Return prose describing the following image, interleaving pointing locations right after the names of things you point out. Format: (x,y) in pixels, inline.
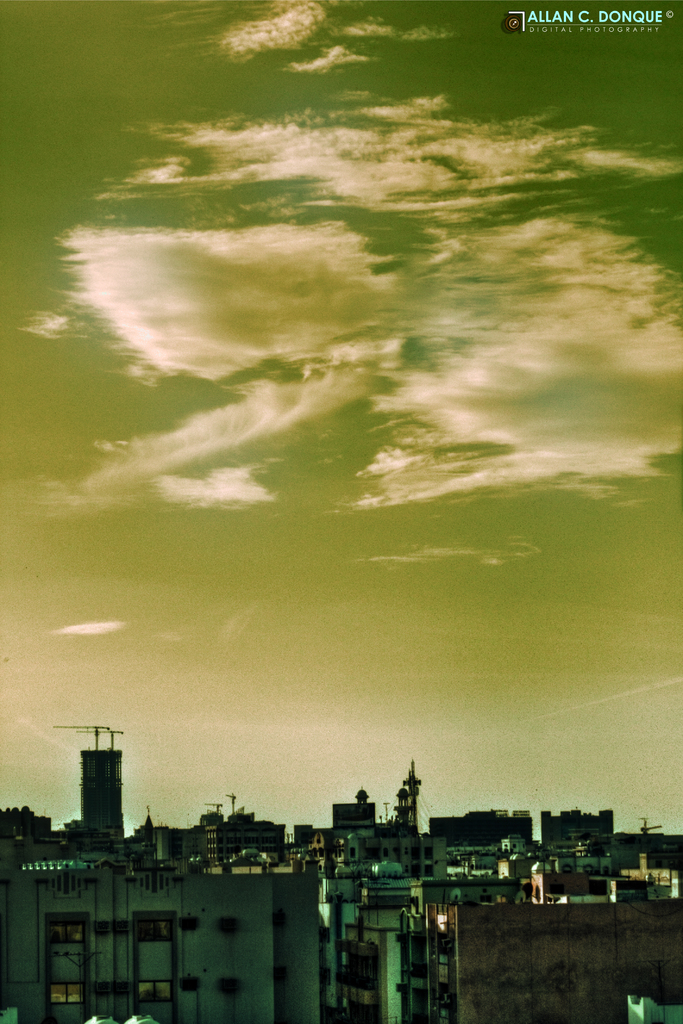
In this picture we can see buildings (518,883), they are looking like poles (416,801) in the background (406,799), we can see the sky (290,304) and clouds (367,304) at the top of the picture (442,296), there is some text (618,16) at the right top of the picture (567,16).
